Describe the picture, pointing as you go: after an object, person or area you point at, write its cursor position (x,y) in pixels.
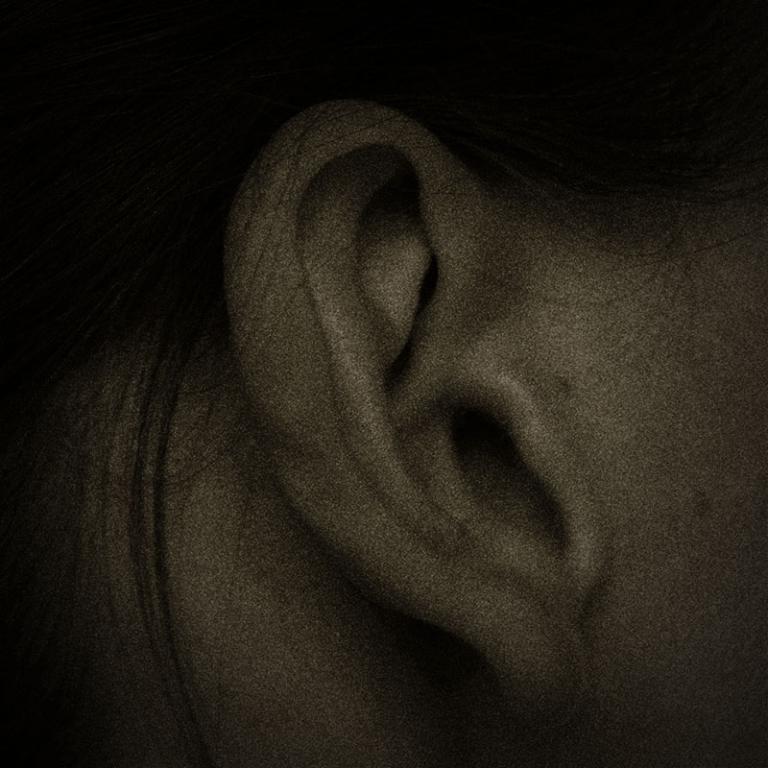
In this image we can see an ear (486,466) of a person (486,466).
